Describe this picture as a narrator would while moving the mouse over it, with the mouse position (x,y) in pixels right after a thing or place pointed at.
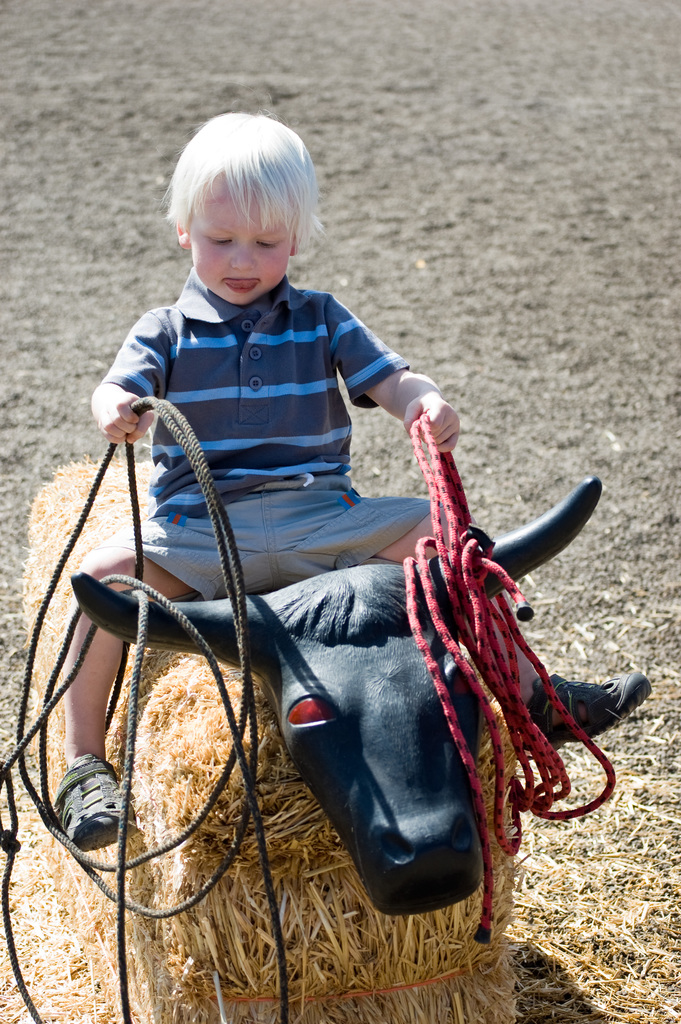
In this picture there is a boy (226,417) sitting on the grass (241,870) and he is holding the ropes (508,707). There is an artificial head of a bull (424,799) on the grass (470,948) and there are ropes (168,915) on the horns (214,604) of the bull (423,736). At the bottom (632,864) there is mud (330,176).
